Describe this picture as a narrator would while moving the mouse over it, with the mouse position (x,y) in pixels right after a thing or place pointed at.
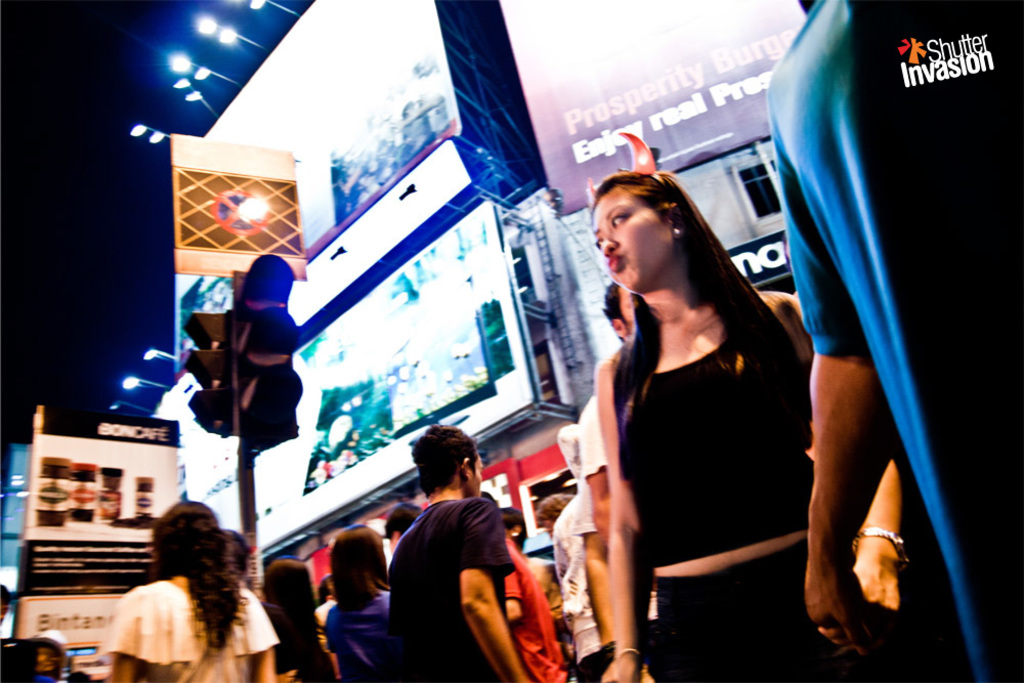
On the right side (785,465) a woman (785,465) is standing, she wore a black color dress (751,486). On the left side (224,358) it's a traffic signal (269,441), few persons (340,596) are walking at here and these are the big advertisement boards (408,288) in the middle of an image (394,309).
